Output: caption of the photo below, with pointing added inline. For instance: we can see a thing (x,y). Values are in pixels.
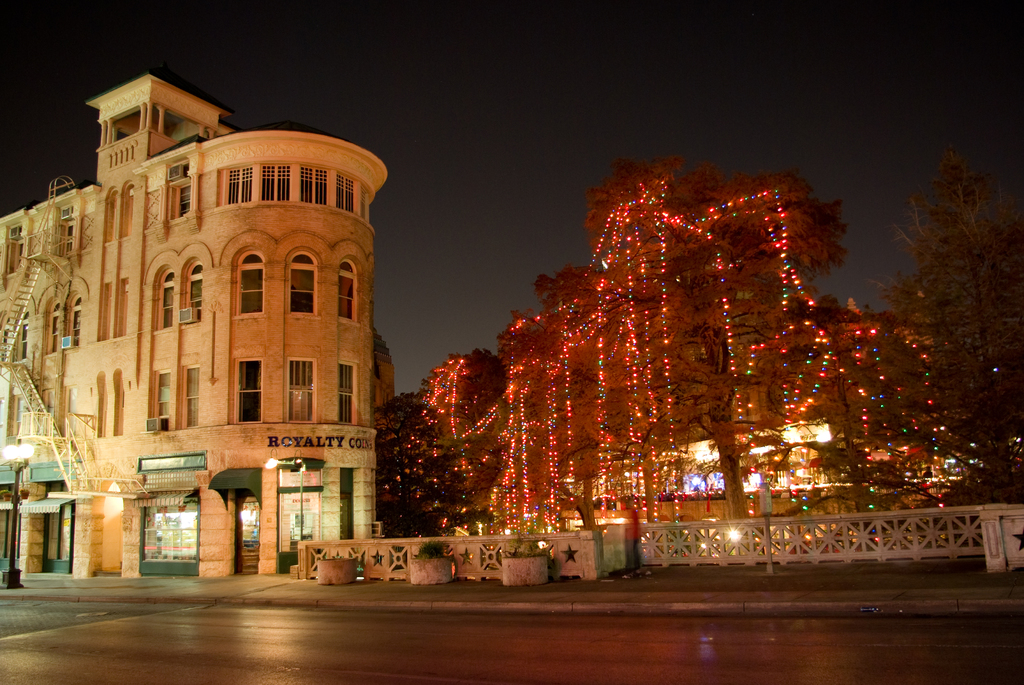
In this picture I can observe a building (115,426) on the left side (143,423). In front of a building (194,423) there is a road (337,651). On the right side (786,310) I can observe a tree (725,399) which is decorated with red color lights (525,478). In the background (456,98) there is sky (456,98) which is completely dark.
